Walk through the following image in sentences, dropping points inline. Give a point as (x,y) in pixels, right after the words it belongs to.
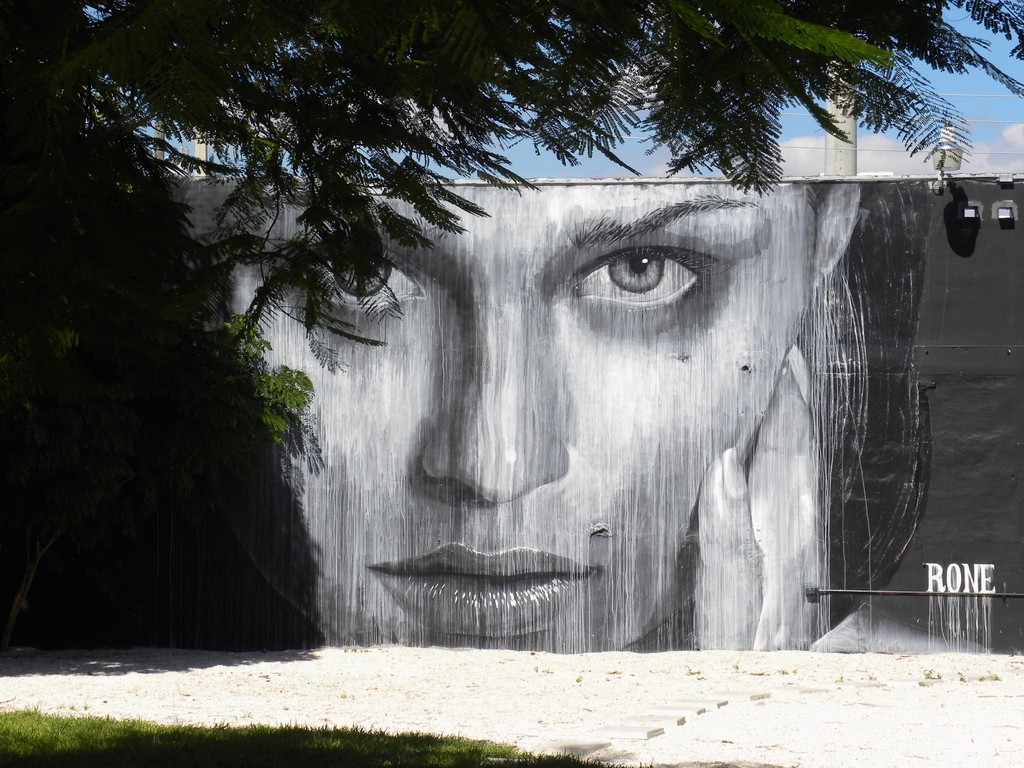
This is an edited picture in the picture I can see a woman image (620,516) visible in the middle (597,274), at the top (553,149) I can see the sky (522,149) and trees (21,166) and at the bottom (13,739) I can see grass (248,739) and I can see text (990,576) on right side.
